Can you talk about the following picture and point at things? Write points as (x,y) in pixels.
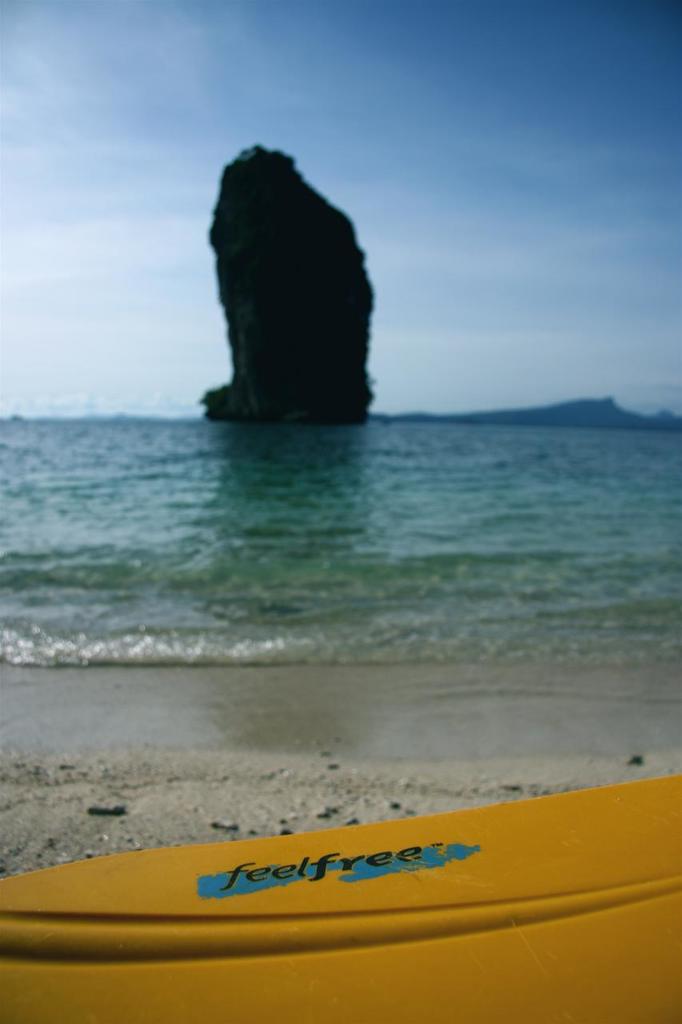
In this image, we can see some water (426,510). We can also see a rock mountain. We can see the sky (533,314) and some hills (431,417). We can also see the ground (222,727). We can also see a yellow colored object (285,849) with some text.
